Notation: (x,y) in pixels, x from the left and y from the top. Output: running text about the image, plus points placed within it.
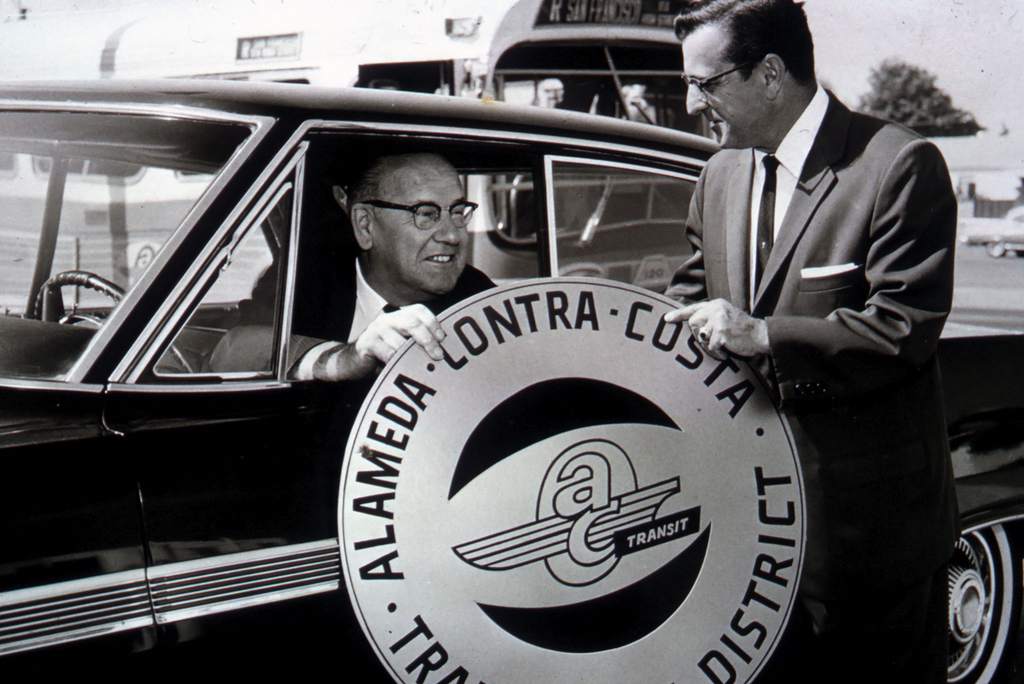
On the left (258,224) a man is sitting in a car (615,233) on the right (744,223) a man (783,219) is standing behind him there is a tree (879,114).
